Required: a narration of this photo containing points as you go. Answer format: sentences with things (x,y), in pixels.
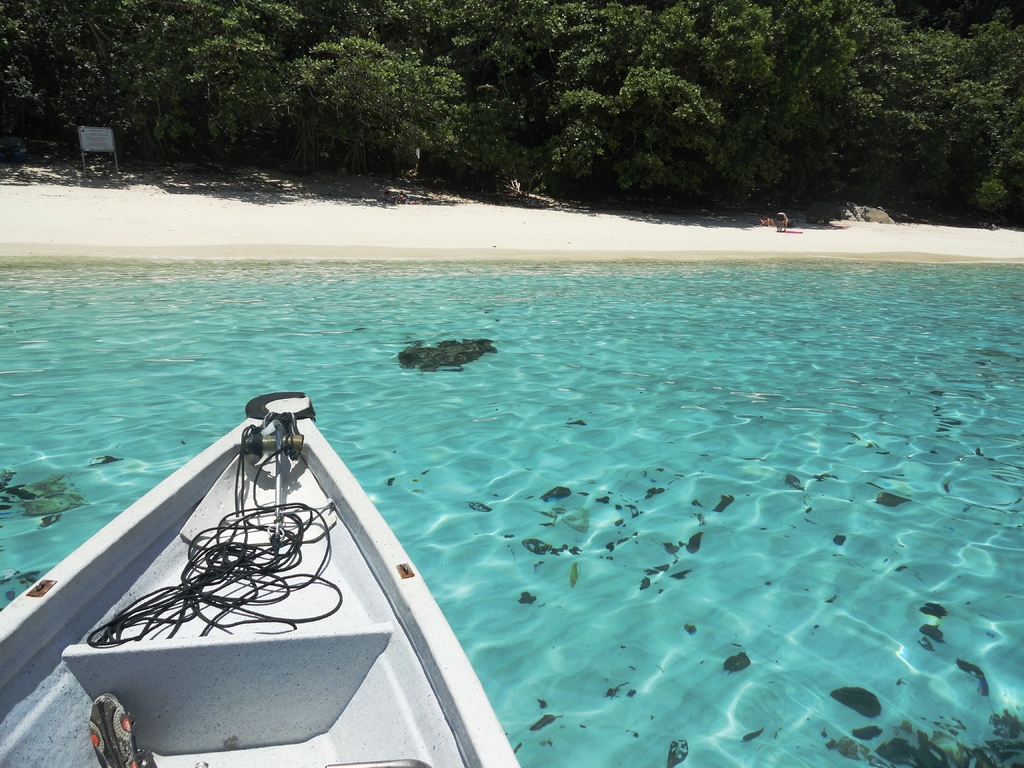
In this image there is a boat (447,682) on the water (647,507), and there is sand (392,244), board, an animal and there are trees (825,197).
